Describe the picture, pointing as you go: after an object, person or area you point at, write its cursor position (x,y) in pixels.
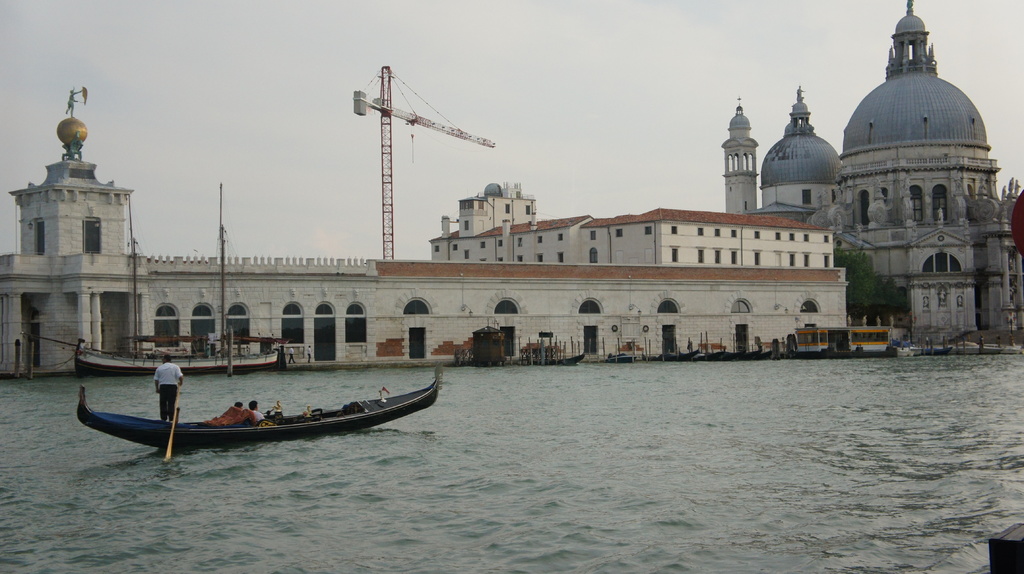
In this image we can see water (436,454), boats (358,429), people (243,405), buildings (637,258), tree (876,309) and sky (652,53). Far there is a tower crane (391,143).
